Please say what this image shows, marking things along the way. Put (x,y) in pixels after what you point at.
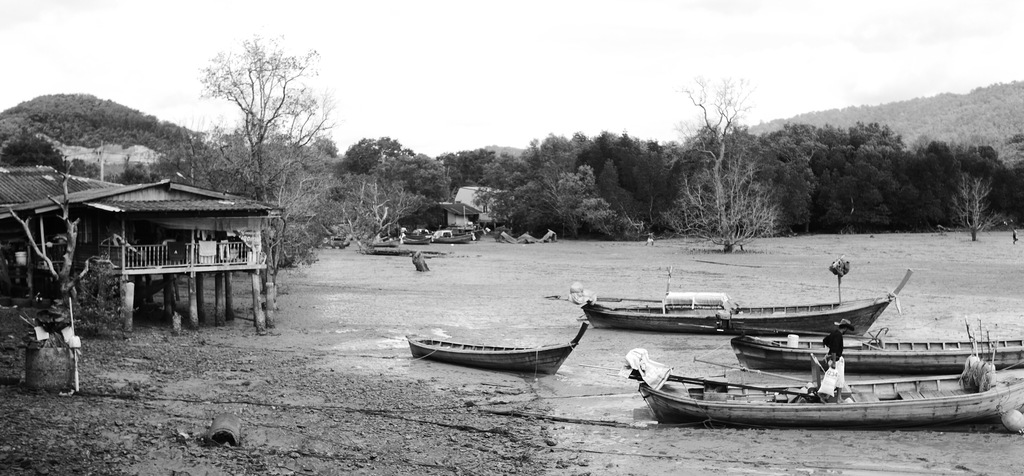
This is black and white picture we can see boats (1004,348) above the water (458,336) and we can see house (11,189). In the background (339,190) we can see trees (529,178), house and sky (446,90).
